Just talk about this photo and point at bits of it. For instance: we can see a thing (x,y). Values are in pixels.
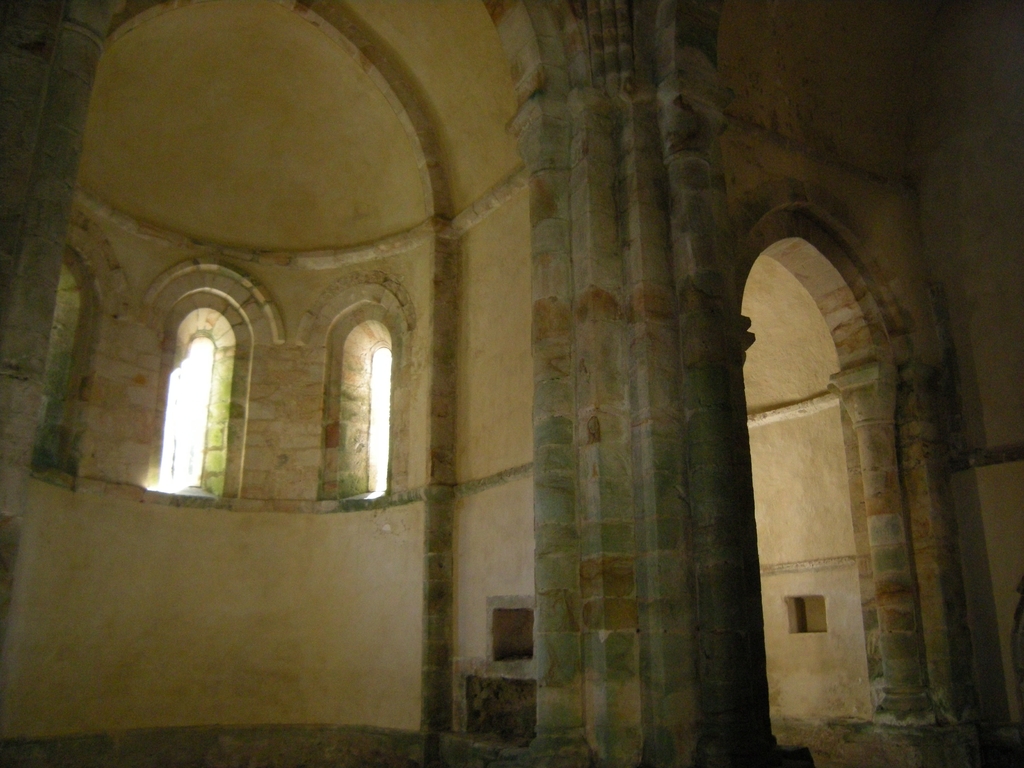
In this picture I can see the pillars (606,440) and the walls (505,458), on the left side (182,359) there are windows (353,431), it looks like an inside part of a fort (430,629).
